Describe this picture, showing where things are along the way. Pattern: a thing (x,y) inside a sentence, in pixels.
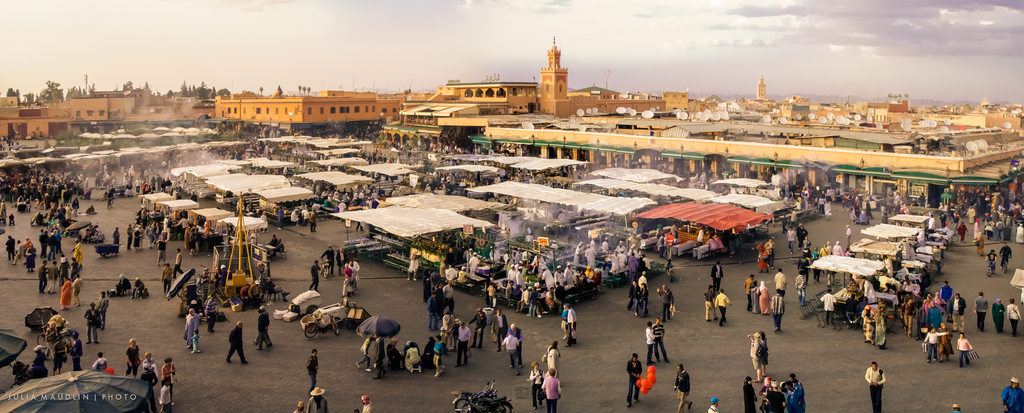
In this image we can see the overall view of the city (548,246) where we can see there is market (489,238) in the middle (489,238). where there are so many people (370,337) walking on the road (410,278). In the background (451,104) there are buildings (591,105). Some people (35,373) are standing by holding the umbrellas (19,351). At the top (494,23) there is the sky (478,25).
